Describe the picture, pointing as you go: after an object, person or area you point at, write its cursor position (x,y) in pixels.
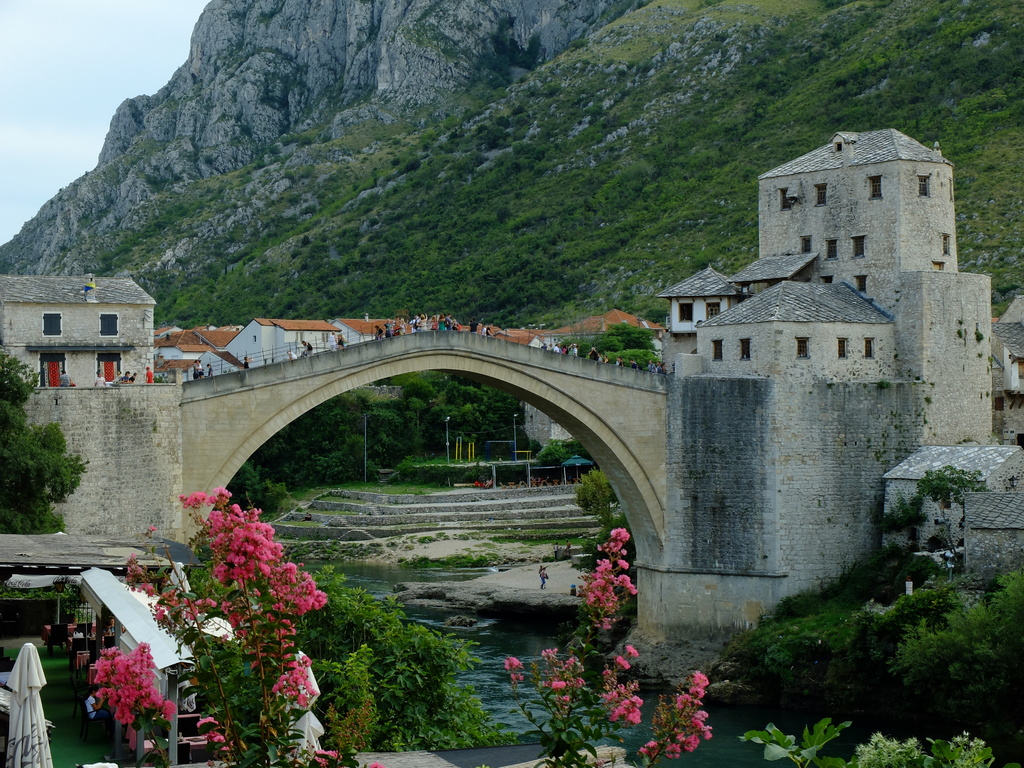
In this image in front (227,685) there are plants (442,677) and flowers (595,594). In the center of the image (460,365) there is a bridge (585,396) and we can see people (483,328) are walking on the bridge (584,361). There is water (522,658). There are buildings (775,309). In the background of the image (454,391) there are trees (481,295), mountains (270,103) and sky (96,73).
